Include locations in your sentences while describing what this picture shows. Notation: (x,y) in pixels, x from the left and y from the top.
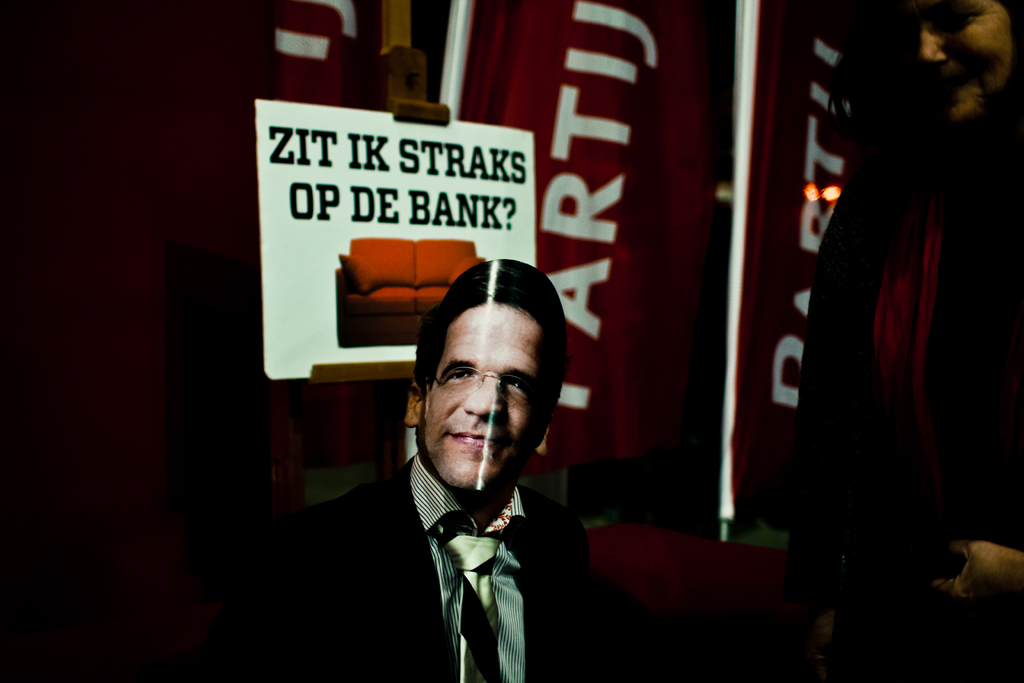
In this image I can see at the bottom (479,568) it looks like a person (460,526) wearing the mask (473,469). In the middle (405,242) there is a poster (415,256), in the background (670,97) there are flags (761,204) and lights (823,198). On the right side (862,26) there is a person (872,327).
